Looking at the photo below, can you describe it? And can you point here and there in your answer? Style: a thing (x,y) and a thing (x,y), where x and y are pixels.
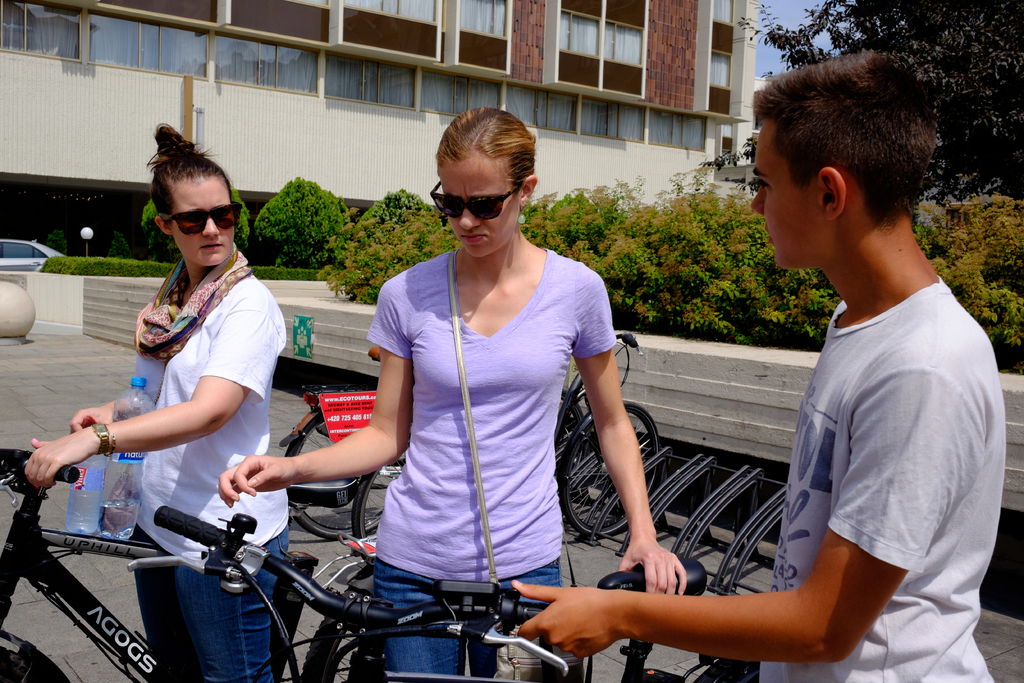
As we can see in the image there is a building (581,73), trees (636,198), three people (823,396) standing over here and there are bicycles (185,561) and a car (28,256).
